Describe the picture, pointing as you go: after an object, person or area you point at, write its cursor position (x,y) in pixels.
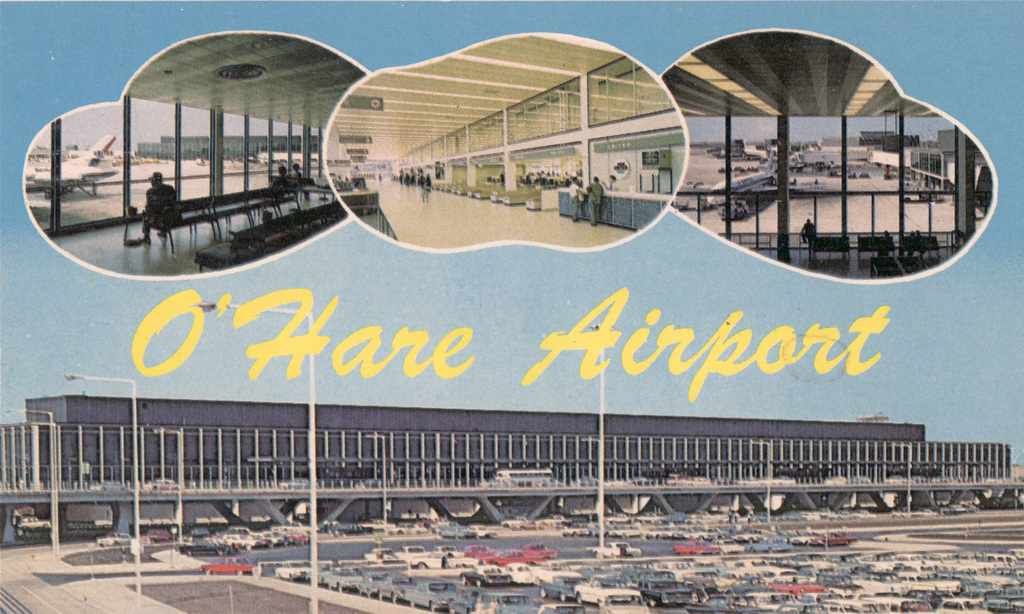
In this image I can see the ground (120,576), few vehicles (203,550) on the ground (344,558), few poles (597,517) and a huge building (399,456). I can see few other images (443,157) in which I can see few persons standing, few persons (165,214) sitting on benches (196,209), an aircraft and few other objects (843,232). In the background (320,284) I can see the sky (479,287).
